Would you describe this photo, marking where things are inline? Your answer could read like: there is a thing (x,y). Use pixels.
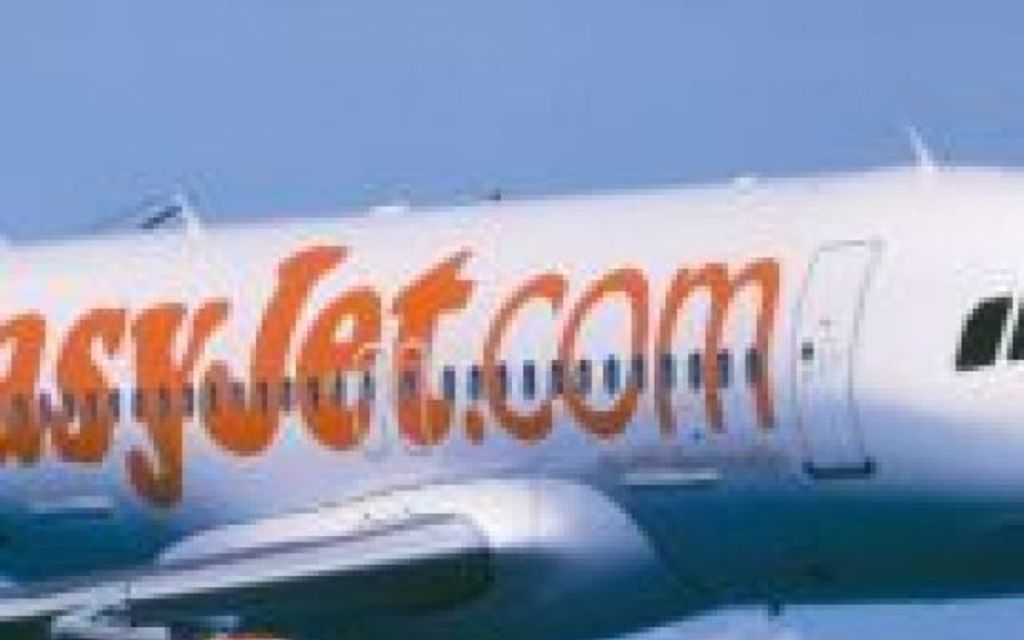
In the image we can see an airplane (764,220) and these are the windows (525,377) of the airplane (537,374), this is a sky (282,105).
